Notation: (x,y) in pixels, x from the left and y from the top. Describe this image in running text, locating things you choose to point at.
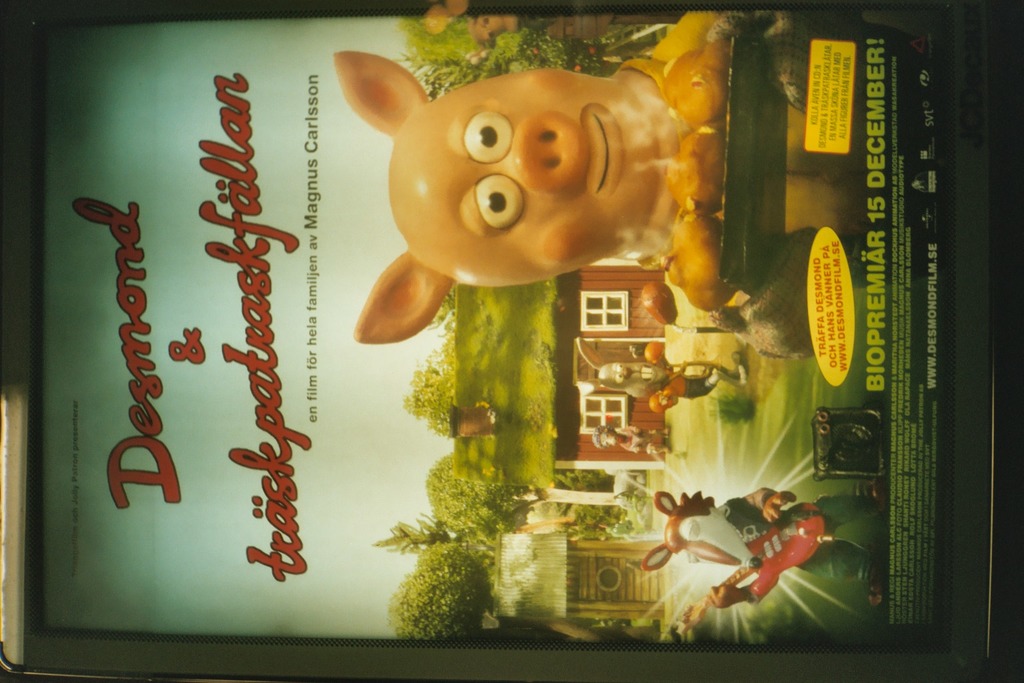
It is an edited image, there are pigs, houses (607,466), trees (499,506) and at the top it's a sky (355,403).
